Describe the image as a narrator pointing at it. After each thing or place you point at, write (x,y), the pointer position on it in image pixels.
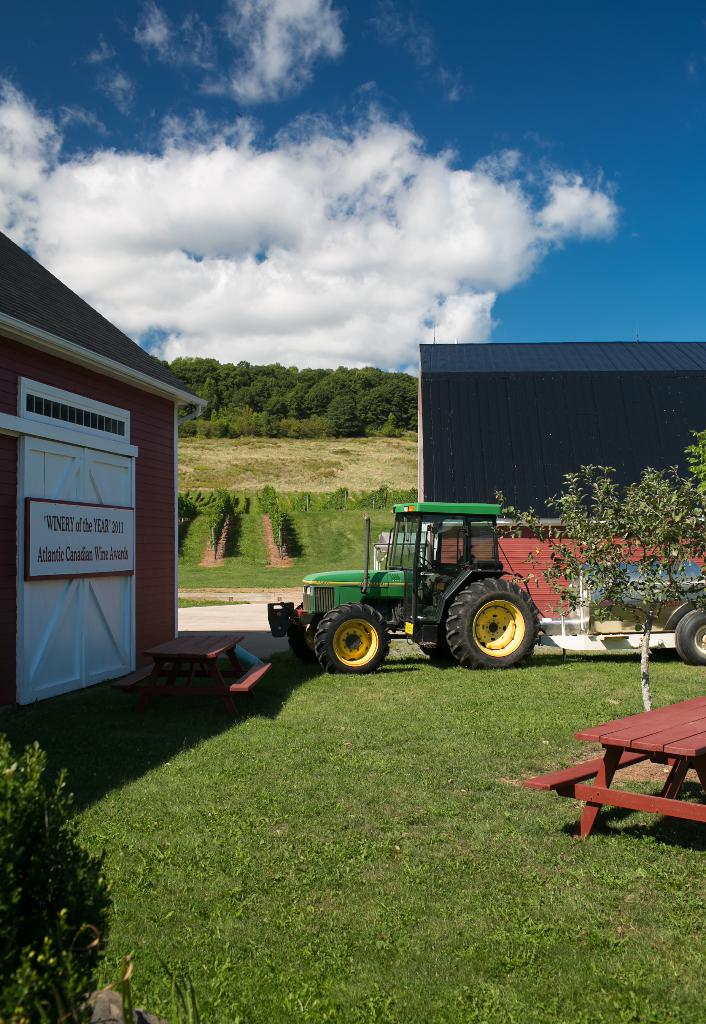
There is a vehicle (399,593) on the grass (354,867). This is plant (55,912). Here we can see some trees (394,424). There is a house (117,504). On the background (345,271) there is a sky (450,164) with heavy clouds (361,209).
